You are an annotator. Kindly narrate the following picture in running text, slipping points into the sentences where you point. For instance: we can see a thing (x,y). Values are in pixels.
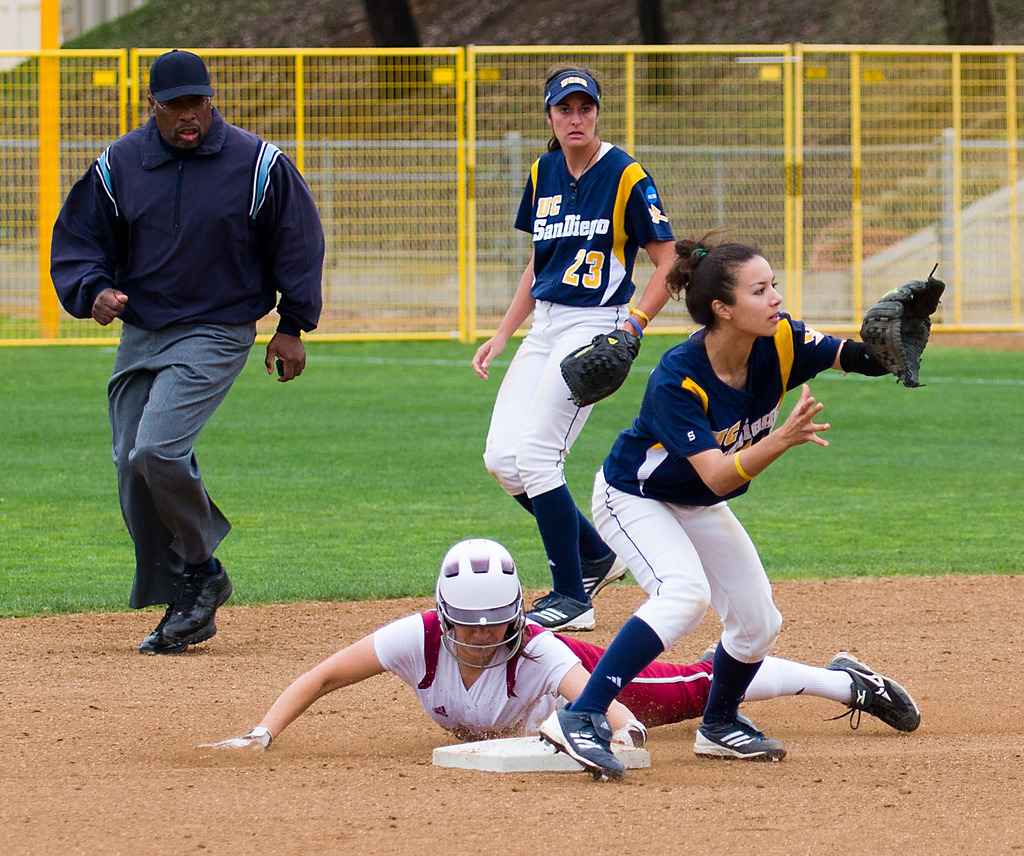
In this image we can see some group of persons (523,504) playing baseball and there is a person (190,281) wearing black color dress (191,261), cap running and in the background of the image (978,159) there is yellow color fencing (54,197) and some grass (286,400).
